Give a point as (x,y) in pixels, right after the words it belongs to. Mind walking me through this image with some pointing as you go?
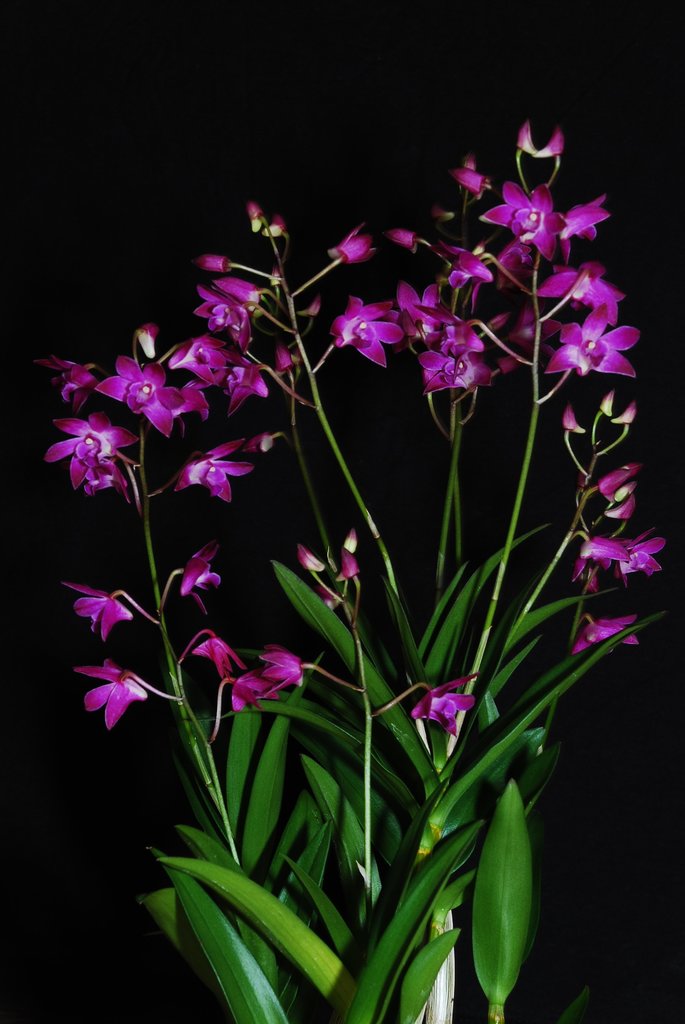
In this image in the center (244,348) there are some flowers (517,341) and plant (351,824).
